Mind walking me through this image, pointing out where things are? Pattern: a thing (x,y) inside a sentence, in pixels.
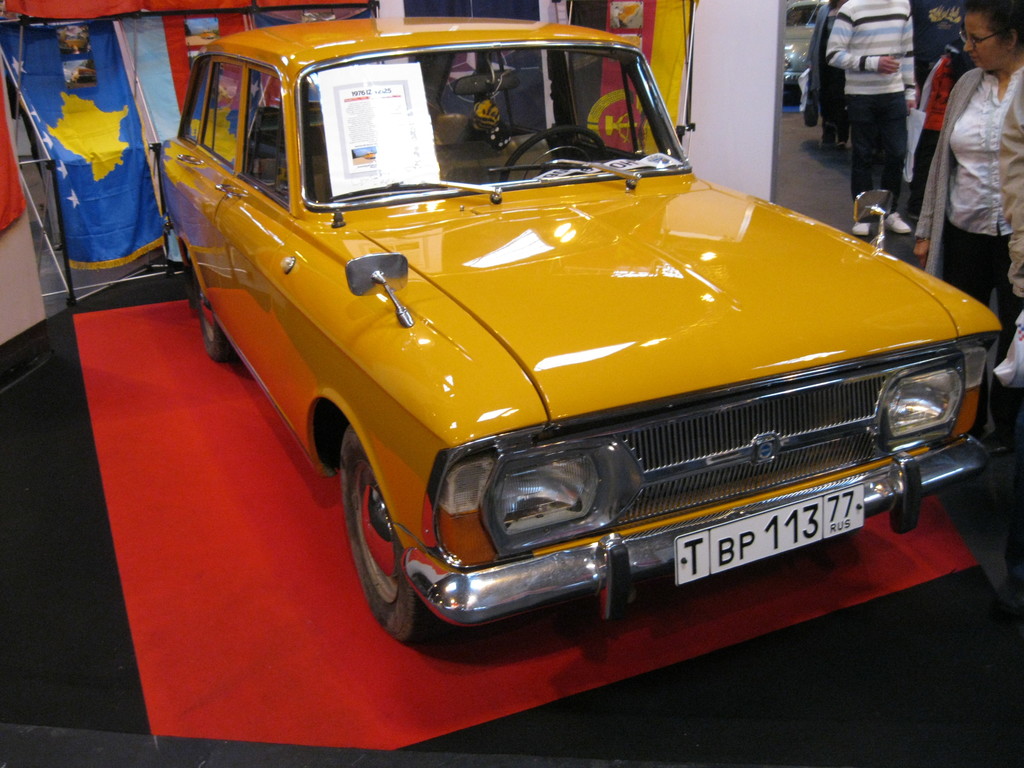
There is a car (497,616) on a red carpet (757,618). On the car (435,136) there is a poster (358,138). In the back (136,66) there are flags (140,63). On the right side (858,67) there are few people (946,122).
